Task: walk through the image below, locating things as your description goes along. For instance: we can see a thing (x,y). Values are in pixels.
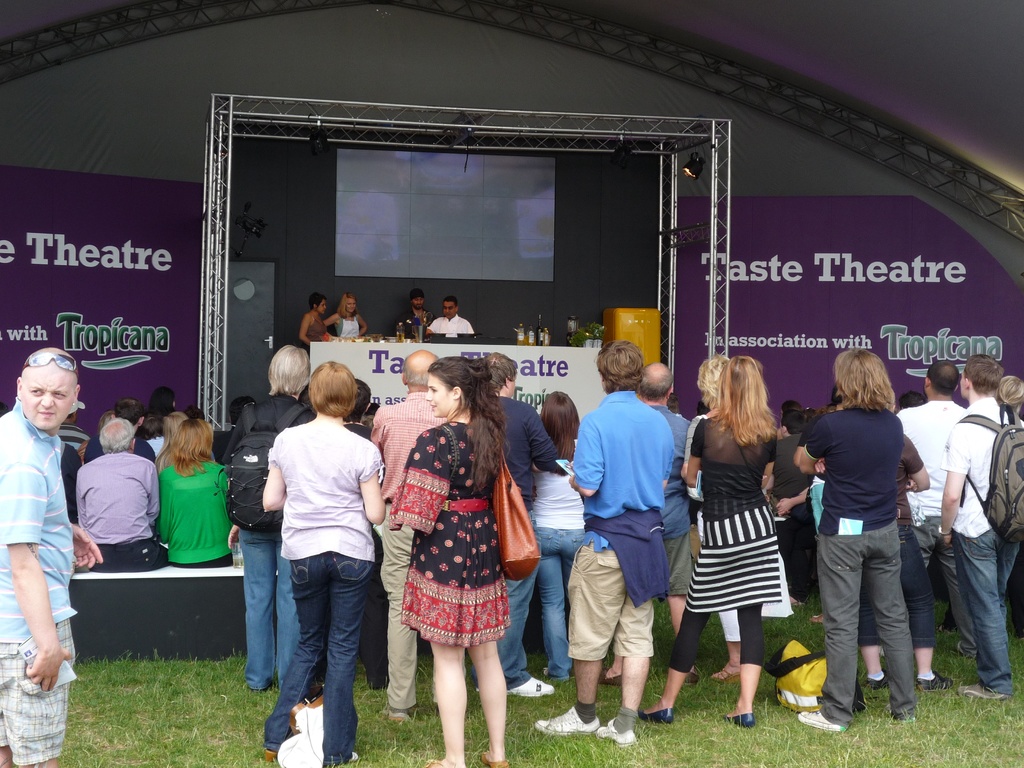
In this image at front (721,482) few people (513,631) are standing on the surface of the grass (175,697). In front of them few people (138,485) are sitting on the bench (159,591). At the center (652,297) there is a stage (606,201). On the stage (373,328) there is a table (558,355) and on top of the table (534,366) there are few bottles (532,337). At the back side (450,336) people (435,328) are standing on the stage (493,305).
